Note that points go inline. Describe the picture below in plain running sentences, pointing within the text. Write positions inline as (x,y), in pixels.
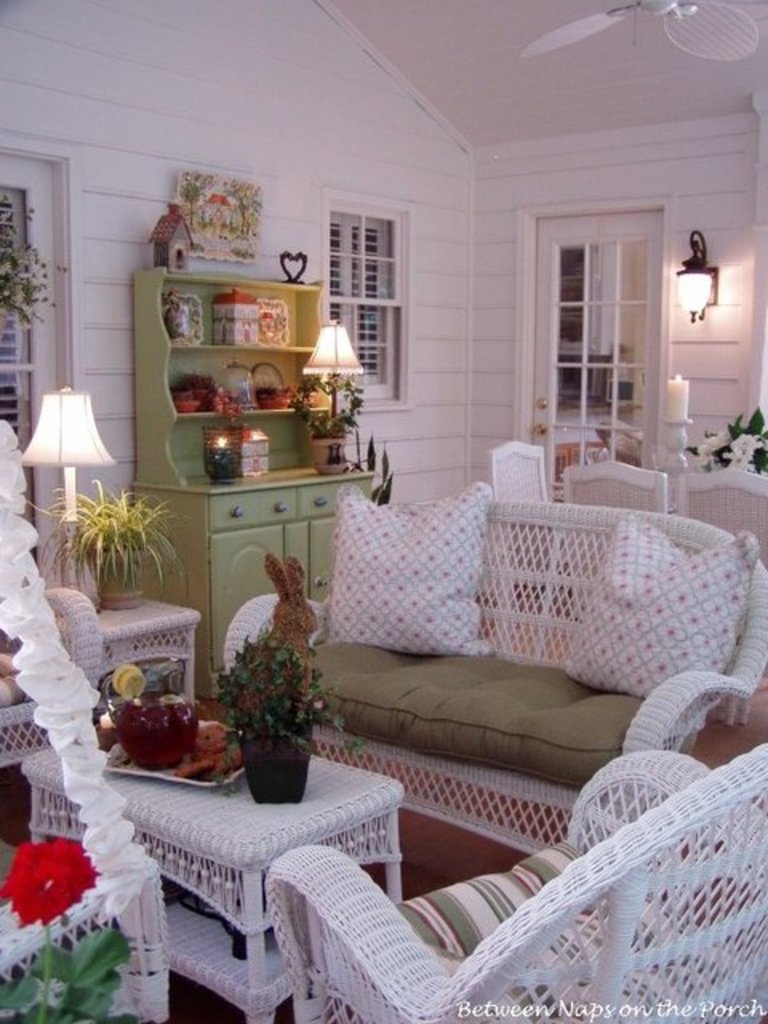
In this image there is a sofa (485,655) having cushions (605,610). Before it there is a table (208,805) having a tray (166,773) and a pot (291,788). Pot (291,788) is having a plant (272,693). The tray (207,760) is having few objects (197,760) on it. The table (207,787) is surrounded by chairs (343,892). Left bottom there is a plant (69,971) having a flower (23,872) and leaves (74,989). Left side there is a chair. Beside there is a table (120,622) having a pot (117,591), lamp (72,562). Beside there is a cabinet (346,475) having a lamp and few objects (253,452) on it. Right side (706,480) there are chairs (614,487). Behind there is a candle stand (672,389) and a flower vase (728,441). A lamp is attached to the wall (721,323) having a door (582,316) and windows (367,265). Right top a fan (694,46) is attached to the ceiling (450,80).
